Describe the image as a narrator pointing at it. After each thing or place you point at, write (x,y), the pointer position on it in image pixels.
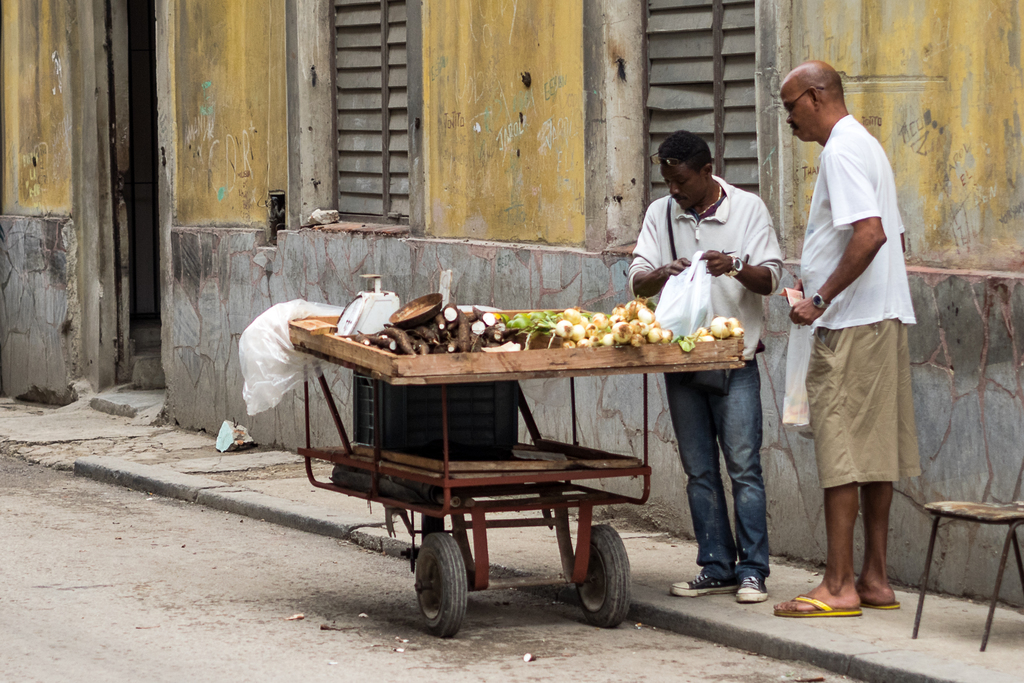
In this image we can see a cart (429,459), on the cart (486,367), there are some vegetables (478,335) and a weight balance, also we can see the two persons (684,265) standing and holding the carry bags (695,274), in the background (792,241) we can see a building (24,255) and also we can see a chair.
